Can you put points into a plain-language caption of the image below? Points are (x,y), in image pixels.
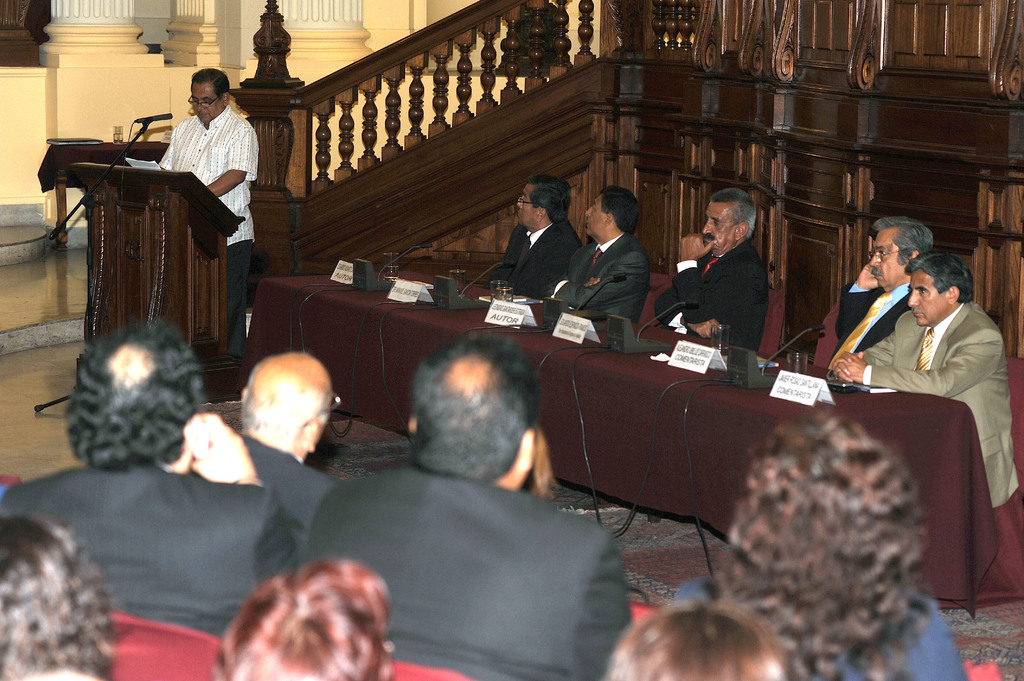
On the left side (210,137) there is a man (199,155) standing in front of the podium (198,245). On the right side (729,284) few men (997,371) are sitting on the chairs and looking at this man (214,121). In front of these people (551,262) there is a table (676,401) which is covered with a cloth (678,451). On this table (359,303) few name boards (489,308), glasses (502,299), microphones (446,284) and some other objects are placed. At the bottom (280,543) few people (180,612) are sitting on the chairs (195,640) facing towards the back side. At the top of the image (216,25) there are few pillars (94,27) and also there is a hand railing (433,93).
